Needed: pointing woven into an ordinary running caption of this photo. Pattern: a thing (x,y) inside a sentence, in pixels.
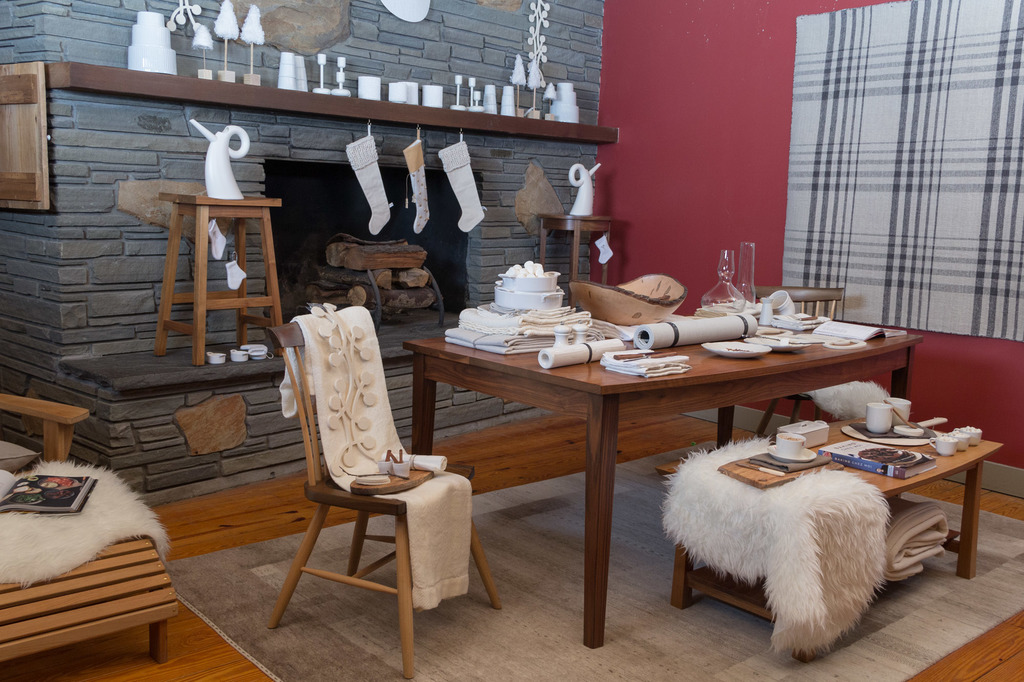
This is an inside view of a room (389,609). In the middle of the room (620,392) there is a table (551,384) on which I can see some papers (559,347), bowls (592,301) and some more objects (716,333) are placed. Beside this there is another small table (963,451) on which a white color cloth (810,536), tea cups (780,451), book (895,464) and some more objects (803,464) are placed. There is a chair (326,509) as well. On the left side (41,608), I can see a stool (117,575) on which a white color cloth (96,510) and a book (35,480) are placed. In the background (483,72) there is a wall (291,139). Here I can see two stools (211,303), cups (209,354), socks (463,179) are hanging to a stick (319,115) and some more objects (473,93) are placed. On the right side (851,169) there is a cloth (861,107) is attached to the wall (740,77).
